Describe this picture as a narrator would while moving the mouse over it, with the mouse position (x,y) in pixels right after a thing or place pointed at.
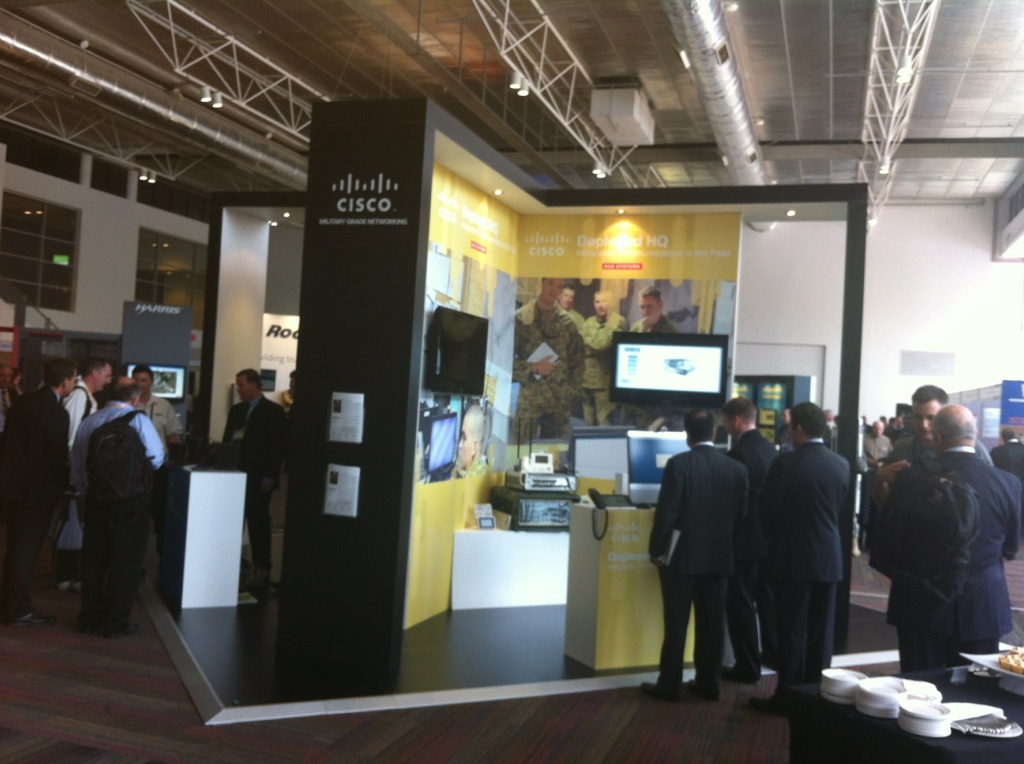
In this image we can see a group of persons (243,456) and among them there are few persons (161,487) carrying backpacks (128,486). Behind the persons (265,491) we can see the electronic gadgets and banners (643,323). On the banners (632,307) we can see the text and images (492,440). In the background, we can see the wall (903,338). At the top (140,169) we can see the roof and the lights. On the left side (153,269), we can see glasses (18,211) on the wall (100,231). In the bottom right (866,714) we can see few objects (890,706) on a table (858,740).
